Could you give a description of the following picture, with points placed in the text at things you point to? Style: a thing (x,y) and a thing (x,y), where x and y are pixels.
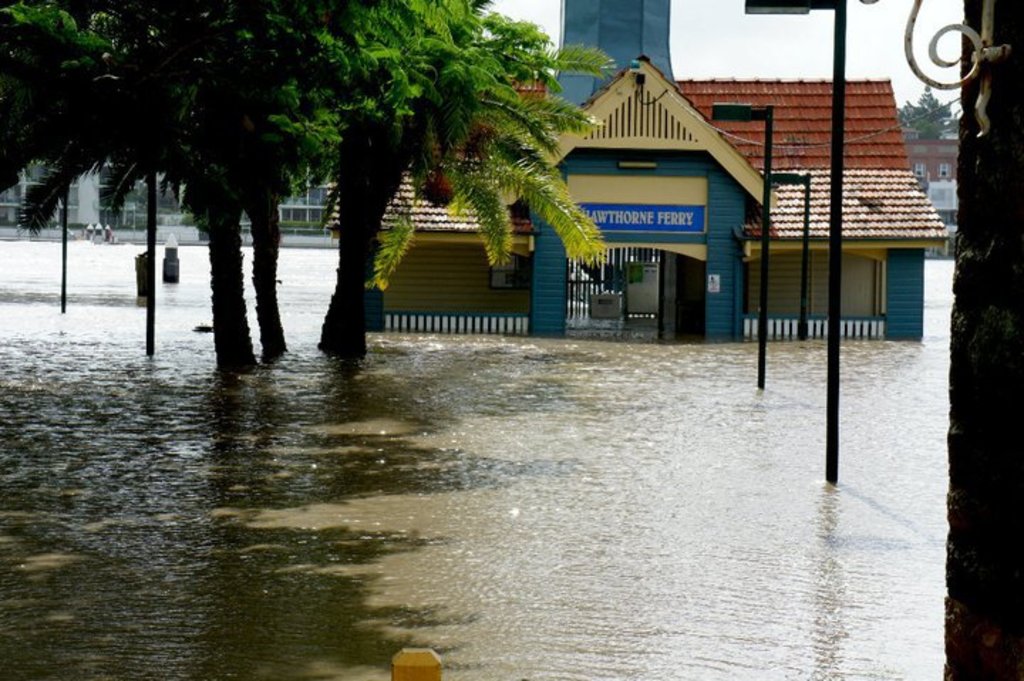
In the center of the image (638,234) we can see a building (455,237) with roof (809,141) and tower (623,32). To the left side of the image (262,240) we can see a group of trees (268,275) and to the right side (835,432) we can see poles (768,294). In the background (927,115), we can see a tree (926,128), building (925,185) and the sky (850,71). In the foreground (717,513) we can see water (342,502).
